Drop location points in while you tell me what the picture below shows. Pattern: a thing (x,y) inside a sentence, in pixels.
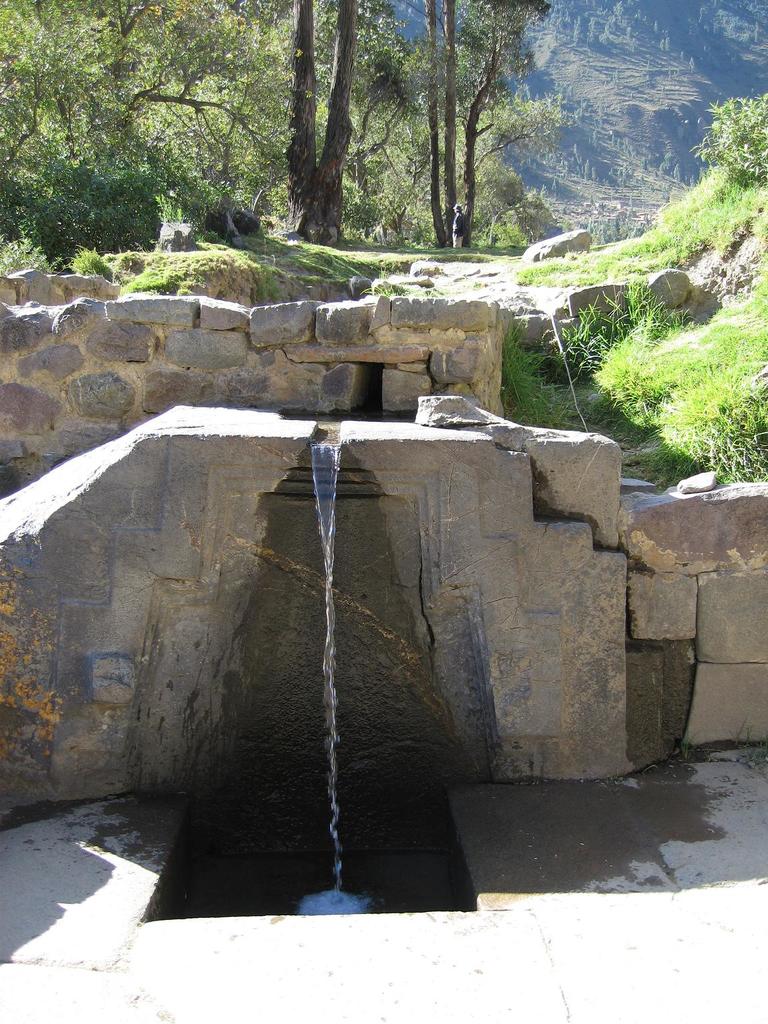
In this image, we can see the waterfall (337,490). We can see the ground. We can see some rocks (585,240). We can see the wall (302,351). We can see some grass (695,351) and plants (717,159). There are a few trees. We can see some hills (659,130) and the ground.
